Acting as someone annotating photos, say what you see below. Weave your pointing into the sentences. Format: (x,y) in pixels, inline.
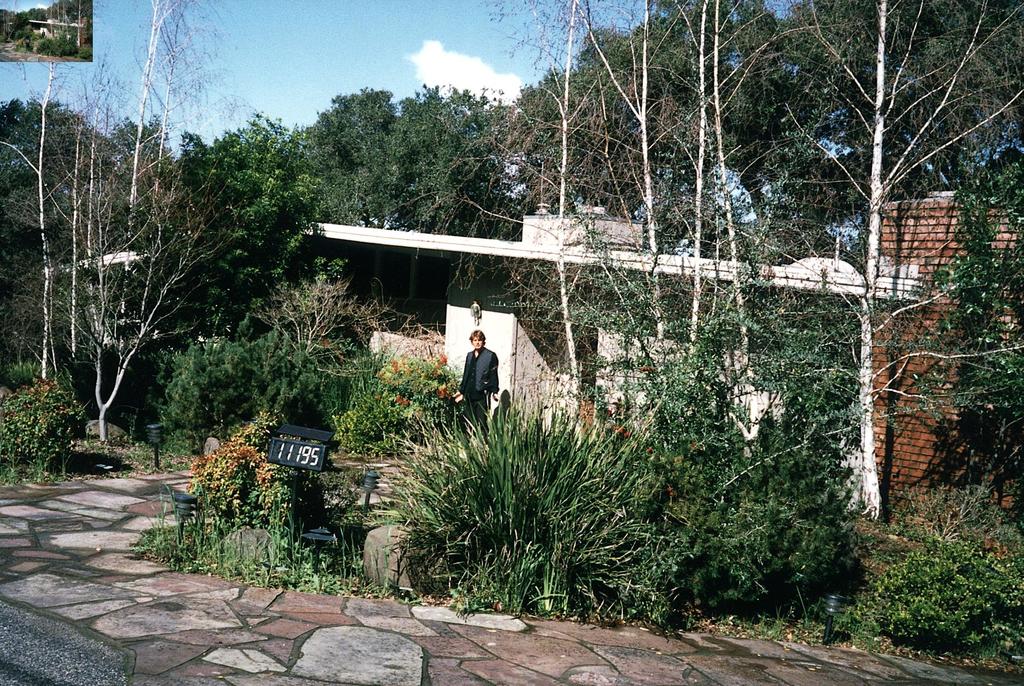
In this picture I can see a board (311,466) on the left side (307,438), in the middle (671,278) there are trees (805,470) and also I can see a house (523,372) and a person (471,383). At the top (361,53) I can see the sky (361,68), in the top left hand side (66,47) there is an image (58,50), it looks like an edited image.
